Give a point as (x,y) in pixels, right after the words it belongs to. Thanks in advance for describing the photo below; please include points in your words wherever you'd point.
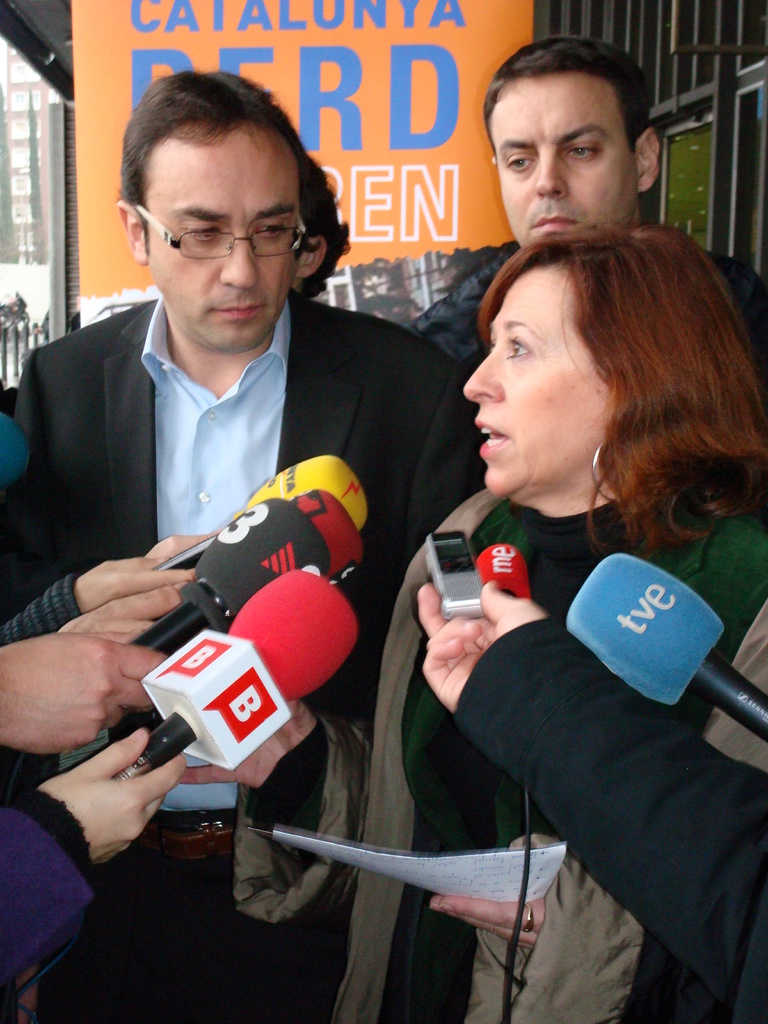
This image is taken outdoors. In the background (482,143) there are a few grills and a poster (383,111) with a text (315,112) on it. In the middle of the image (298,357) three men (291,312) and a woman (621,912) are standing and a woman (367,924) is holding a paper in her hand (508,930) and a few people (110,590) are holding mics (290,634) in their hands (135,611).
